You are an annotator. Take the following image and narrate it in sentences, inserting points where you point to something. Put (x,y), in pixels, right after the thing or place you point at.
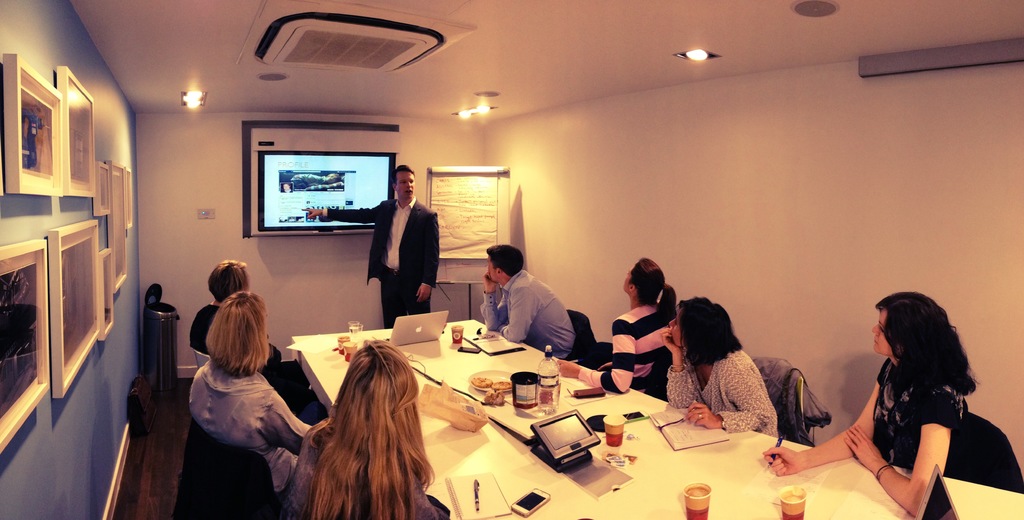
In this image there are a few people (264,392) sitting on the chair (269,482), in the middle of them there is a table (573,400) with the laptop (396,341), plate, mobile (534,497), books (473,481), pens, glasses (609,442) and other objects (532,400) on top of it. A few are holding pens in their hands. On the left side of the image (8,326) there are a few frames (84,323) hanging on the wall (39,430) and there is a dustbin (161,338) and a bag (146,393) on the floor (121,485). In the background (294,226) there is a screen (350,223) hanging on the wall (292,280), beside that there is a board (452,274). At the top of the image (291,49) there is a ceiling (472,33) with the lights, in front of the screen (341,189) there is a person (407,244) standing.
